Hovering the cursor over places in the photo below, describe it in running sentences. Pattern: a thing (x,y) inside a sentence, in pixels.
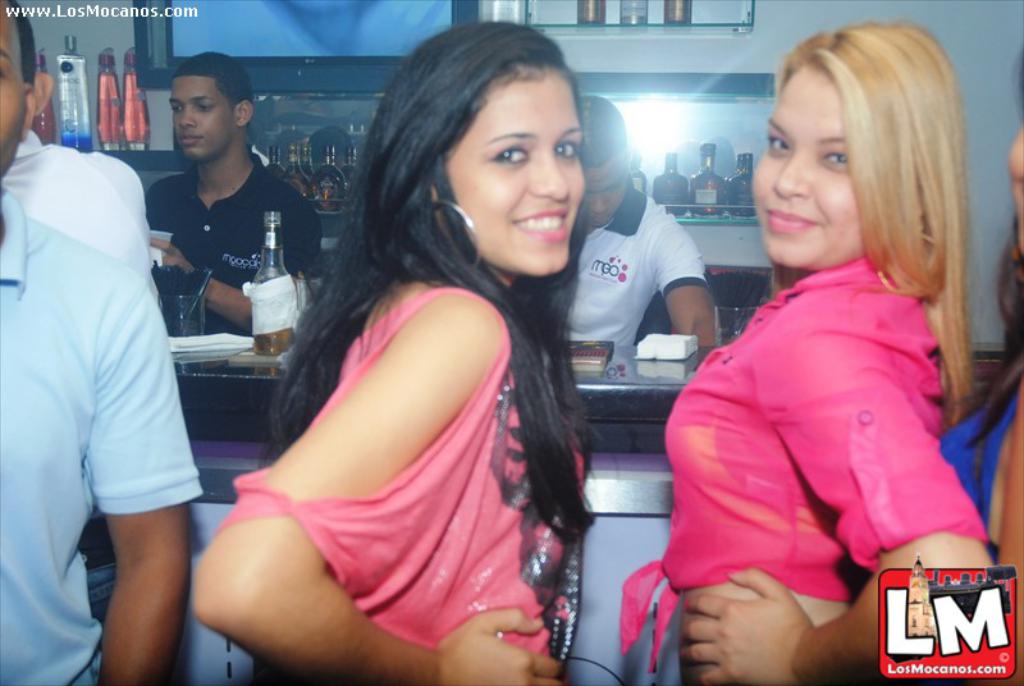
This image is clicked in a pub (641,490). In the front (709,518), we can see two women (470,386) wearing pink color dresses (806,478). On the left (149,325), there is a man (85,501) standing. In the background (58,224), there are three men (681,325). And we can see a bar counter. In which there are many bottles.
